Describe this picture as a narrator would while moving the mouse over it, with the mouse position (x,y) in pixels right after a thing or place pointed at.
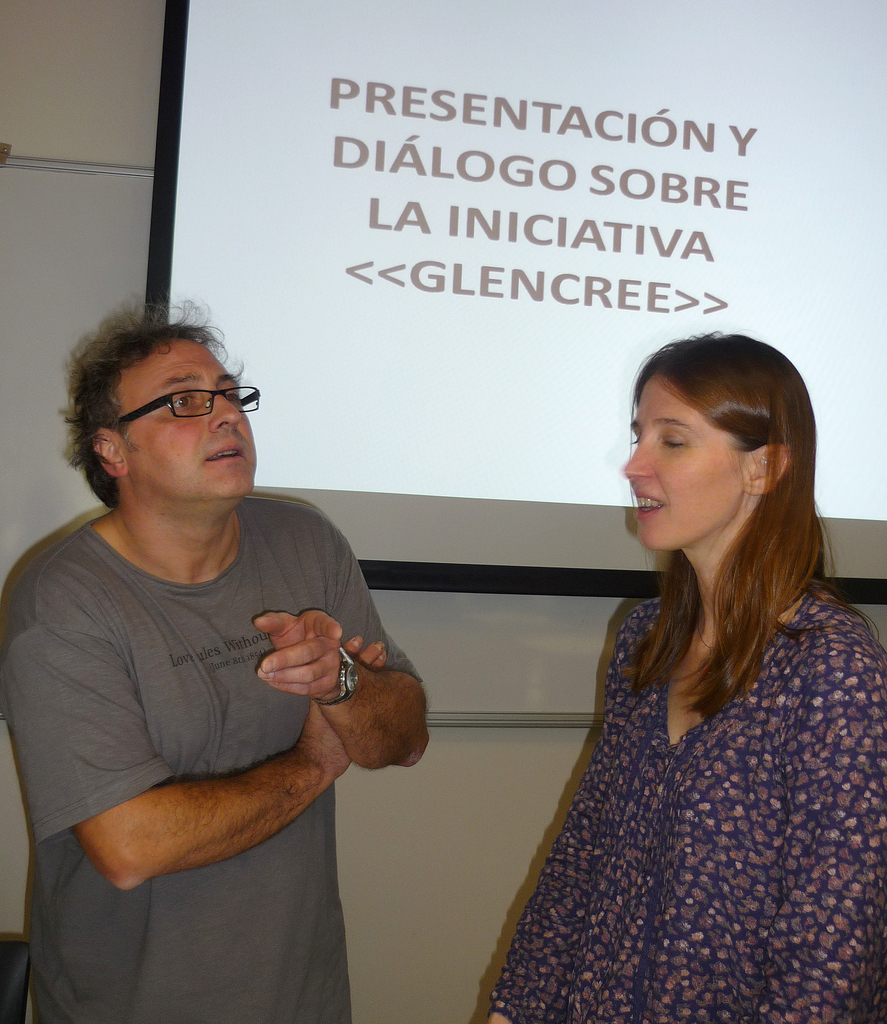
In this picture we can see a man (57,646) and a woman (680,428) standing and in the background (414,868) we can see a screen (490,24), wall (95,97), board (6,492).
